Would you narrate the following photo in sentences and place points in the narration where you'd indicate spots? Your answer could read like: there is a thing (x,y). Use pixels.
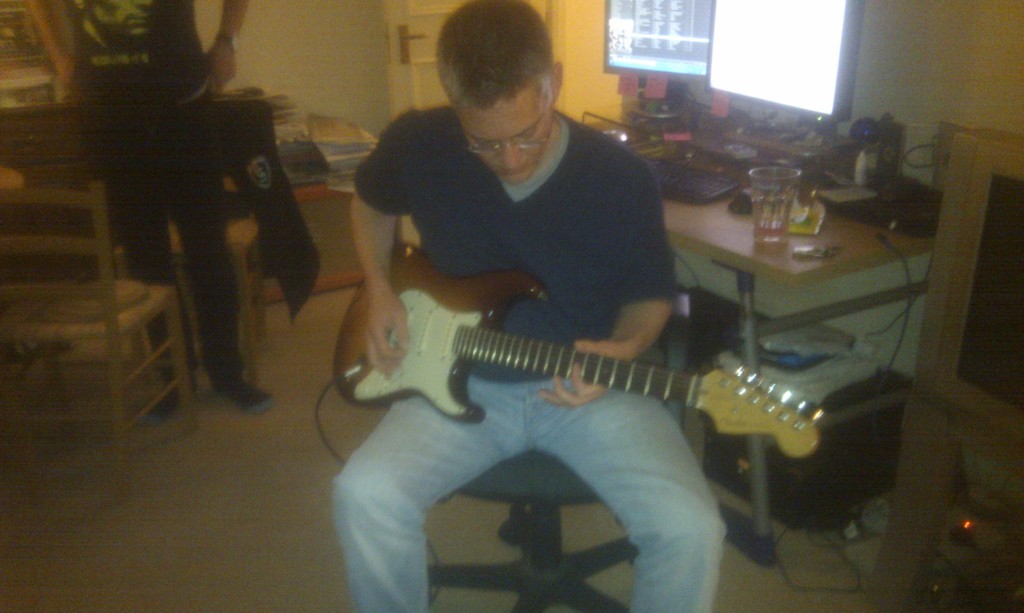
In the image a man (433,177) wearing blue t-shirt (531,260) is playing guitar (427,332). he is sitting on a chair (520,469). Beside him a man (137,223) is standing there are chairs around him. On the background (313,143) there are books (308,165), door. On the right (988,342) there is tv (988,377) beside it there is a table (825,312) on it there is glass (758,202) and some other things (702,188) on it. There is monitors (736,71).
